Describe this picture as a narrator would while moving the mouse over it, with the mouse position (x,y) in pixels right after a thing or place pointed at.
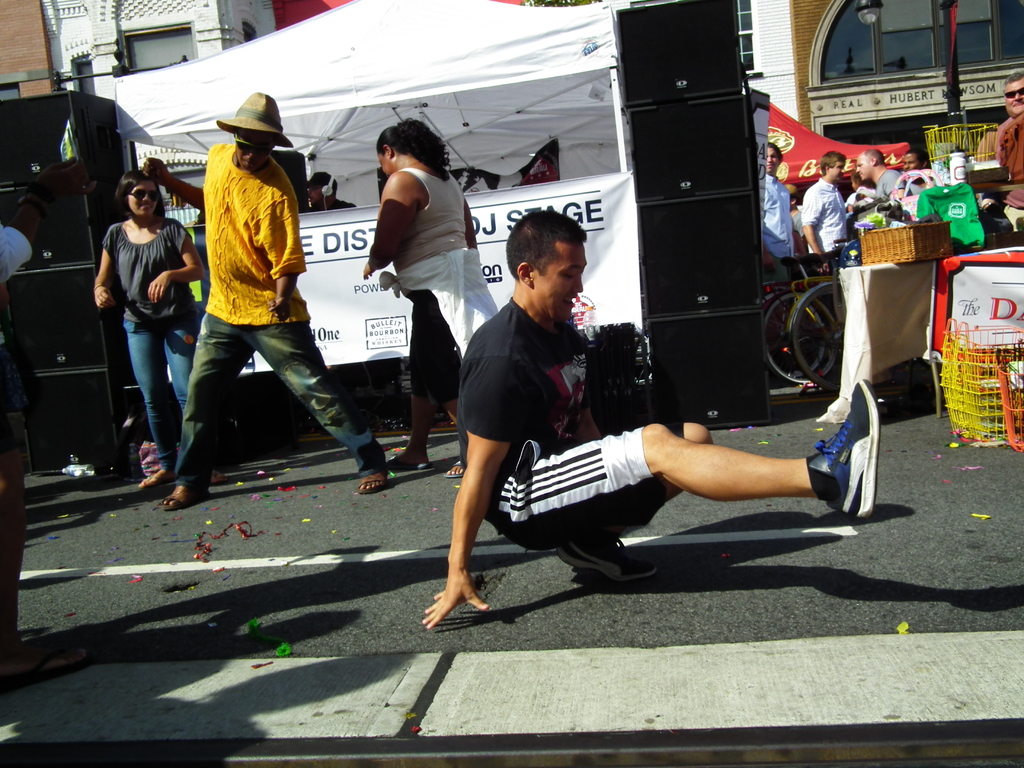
I think there are four people (294,381) dancing. These are the speakers (646,185), which are arranged one on the other. I think this is the canopy tent (432,80) with a banner (483,231) attached to it. I can see a person (332,206) under the tent (342,180). These are the bicycles (792,298). This looks like a table (878,287) covered with a cloth (879,302). I can see a basket (913,244), bag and few other things (964,208) are placed on it. There are few people (823,200) standing. In the background (789,27), I can see the buildings (764,21) with windows (912,71) and glass doors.
